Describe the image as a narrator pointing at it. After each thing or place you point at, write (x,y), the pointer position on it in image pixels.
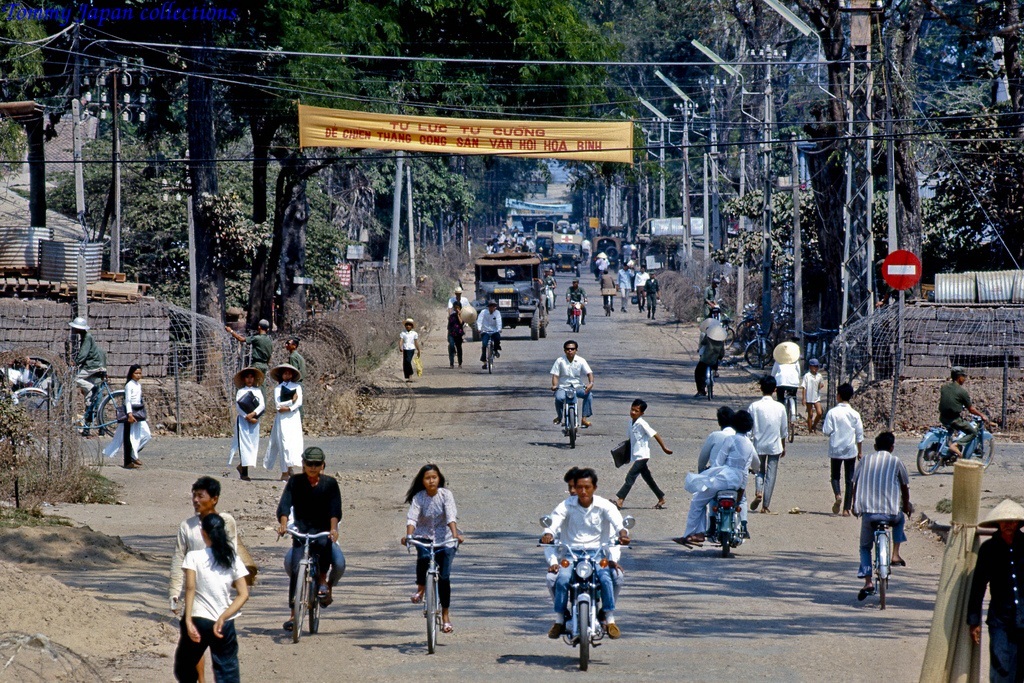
There is a group of a people (594,474). Some people (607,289) are walking on a road (673,419) and some people (290,561) are riding a bicycle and motorcycle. We can see in the background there is a tree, vehicle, poster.
